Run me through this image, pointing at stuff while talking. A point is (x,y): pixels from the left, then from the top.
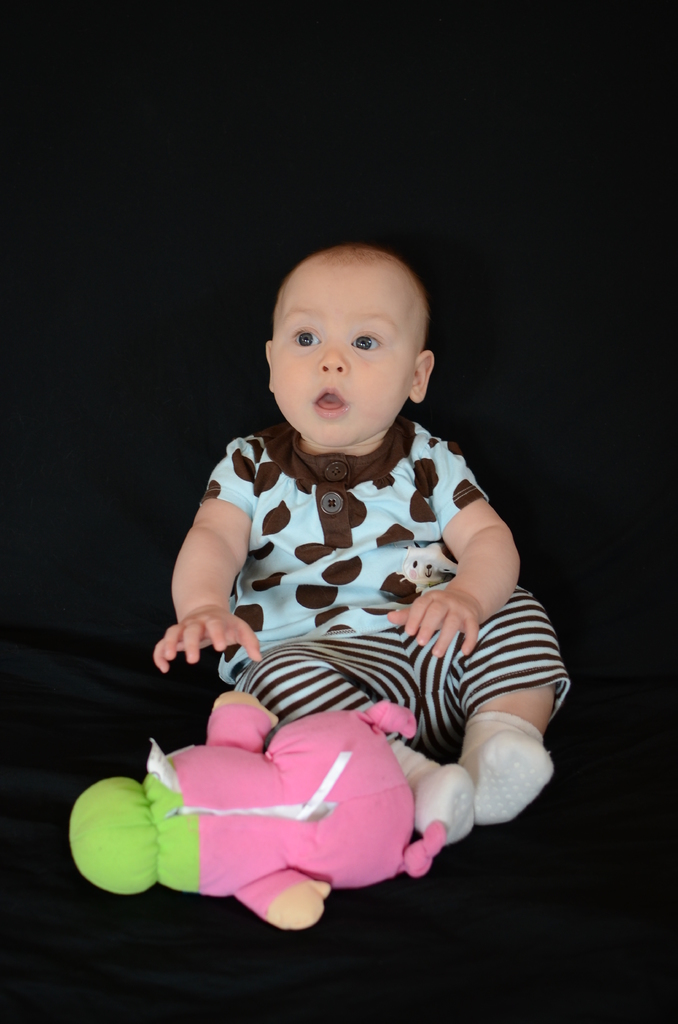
There is a baby (408,364) sitting on a black color surface (618,733) on which, there is a doll (220,754). And the background (110,87) is dark in color.
